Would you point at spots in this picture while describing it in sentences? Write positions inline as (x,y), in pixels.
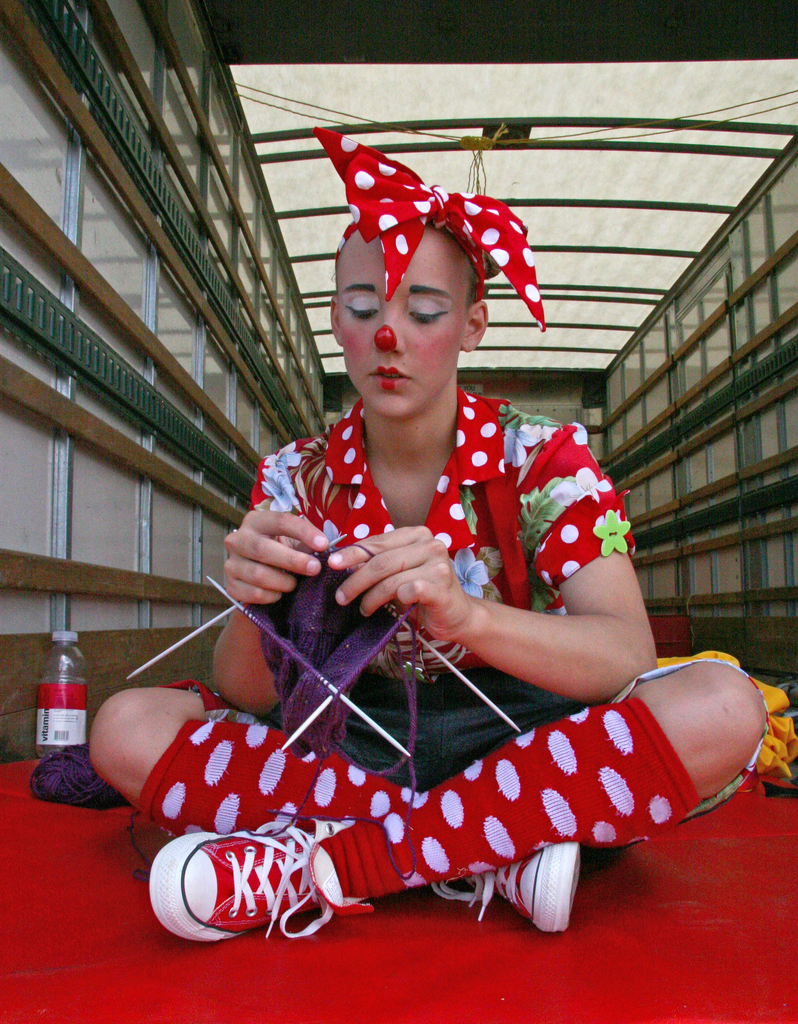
In this image there is a wall (220,563) with wood and metal design (133,646) in the left (124,56) and right corner (649,338). There is a bottle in the left corner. There is a person (484,418) in the foreground (476,495). There is a floor (58,841) at the bottom (47,903). And there is a roof (624,295) at the top (533,211).
